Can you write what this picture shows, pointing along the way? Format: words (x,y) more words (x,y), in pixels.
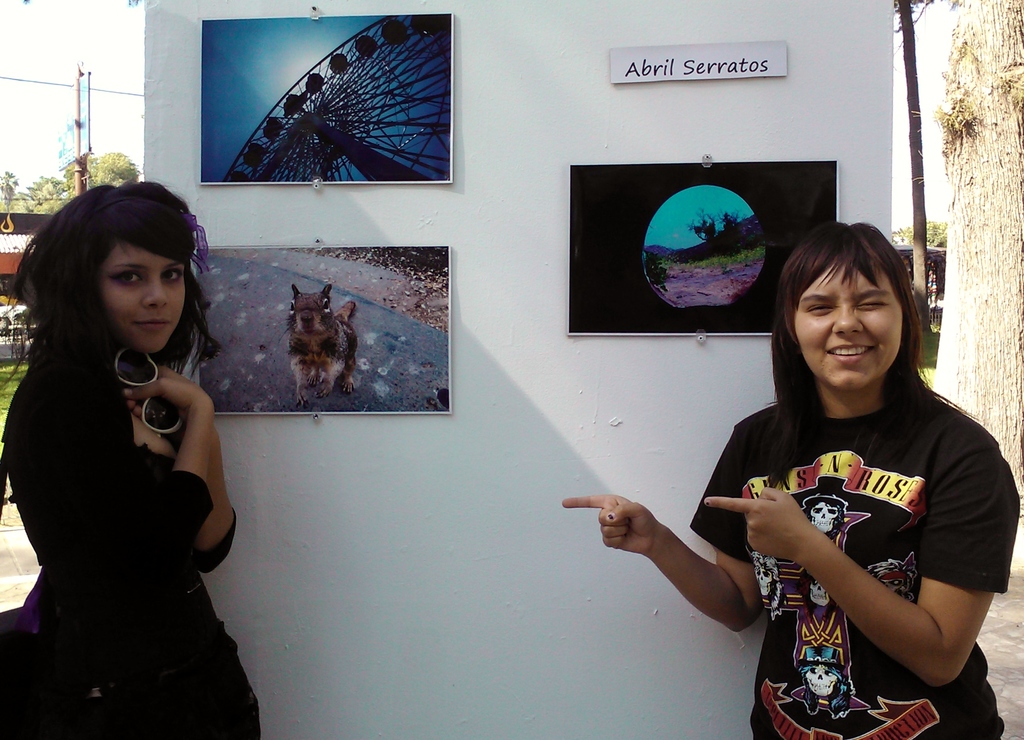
In the image there are two women (822,326) standing in front of a board (339,487) and posing for the photo and there are three posts (676,291) attached to the board (454,157) and behind the board (532,168) there are few trees (102,177) and a pole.
